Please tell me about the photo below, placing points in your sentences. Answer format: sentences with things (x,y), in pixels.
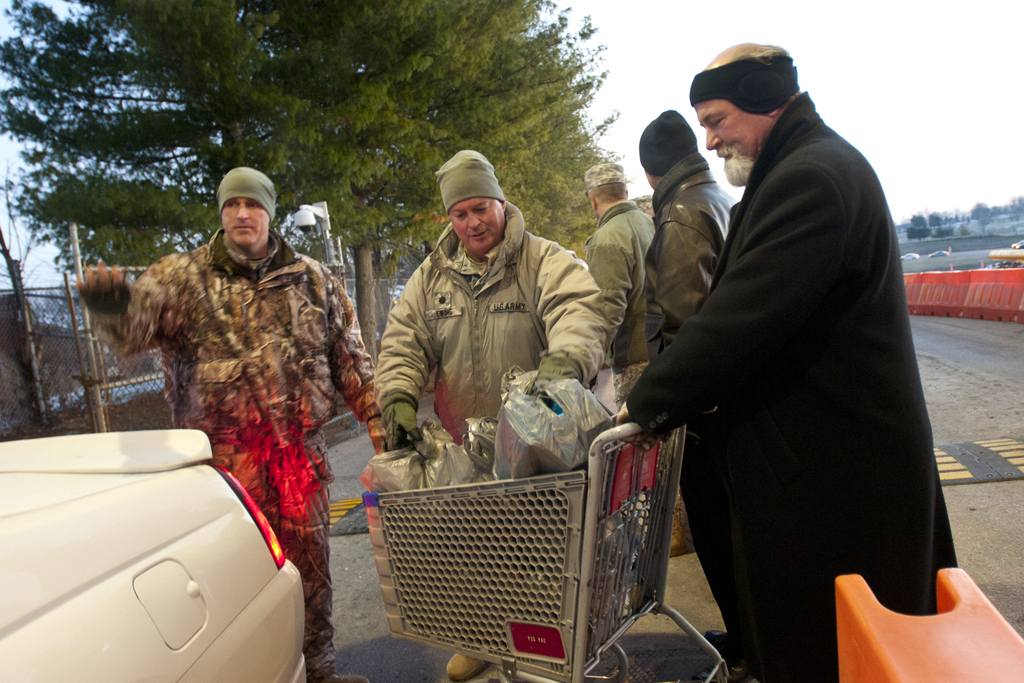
In this picture, we see the people (599,304) are standing. In front of them, we see a shopping trolley (482,546) containing the plastic bags (409,465). On the left side (196,556), we see a white car (123,582). In the right bottom (959,652), we see an orange color object (954,620). On the right side (996,286), we see the traffic stoppers (954,299). Behind that, we see the cars (915,254) are moving on the road (968,258). On the left side (64,308), we see the fence (64,357), streetlights (300,207) and the trees (442,208). On the right side (940,223), we see the trees (920,232). At the top (863,58), we see the sky (868,63).
